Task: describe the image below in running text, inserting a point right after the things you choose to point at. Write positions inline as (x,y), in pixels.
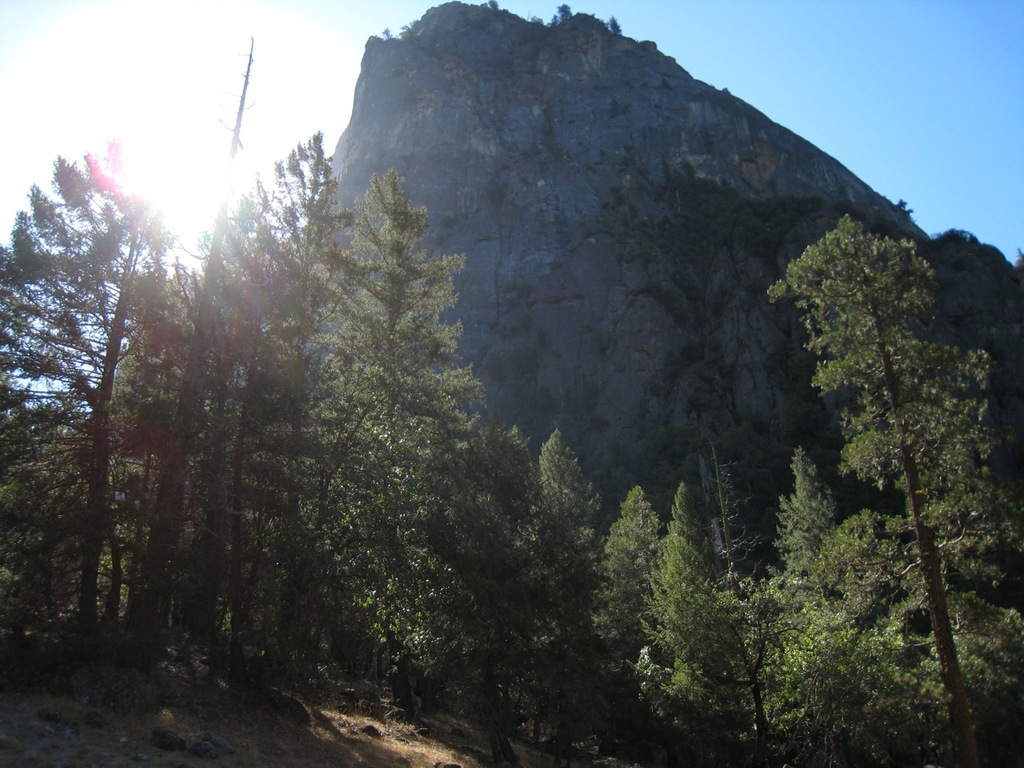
In this image I can see a mountain (497,271), trees (466,367) and at the top of the image (903,153) I can see the sky (188,56).
